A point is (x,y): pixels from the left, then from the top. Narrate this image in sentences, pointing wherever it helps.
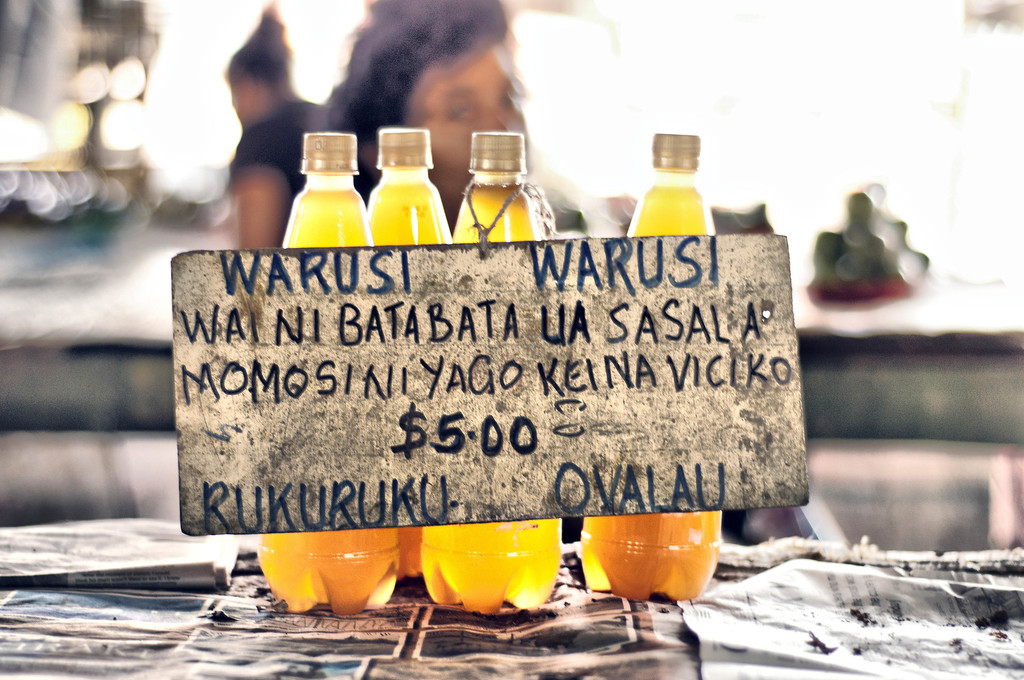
Here we can see four bottles (318,570) present on a table (427,579) with a board (175,291) on them written something on it and behind the bottles (461,209) we can see a couple of woman (377,153).
